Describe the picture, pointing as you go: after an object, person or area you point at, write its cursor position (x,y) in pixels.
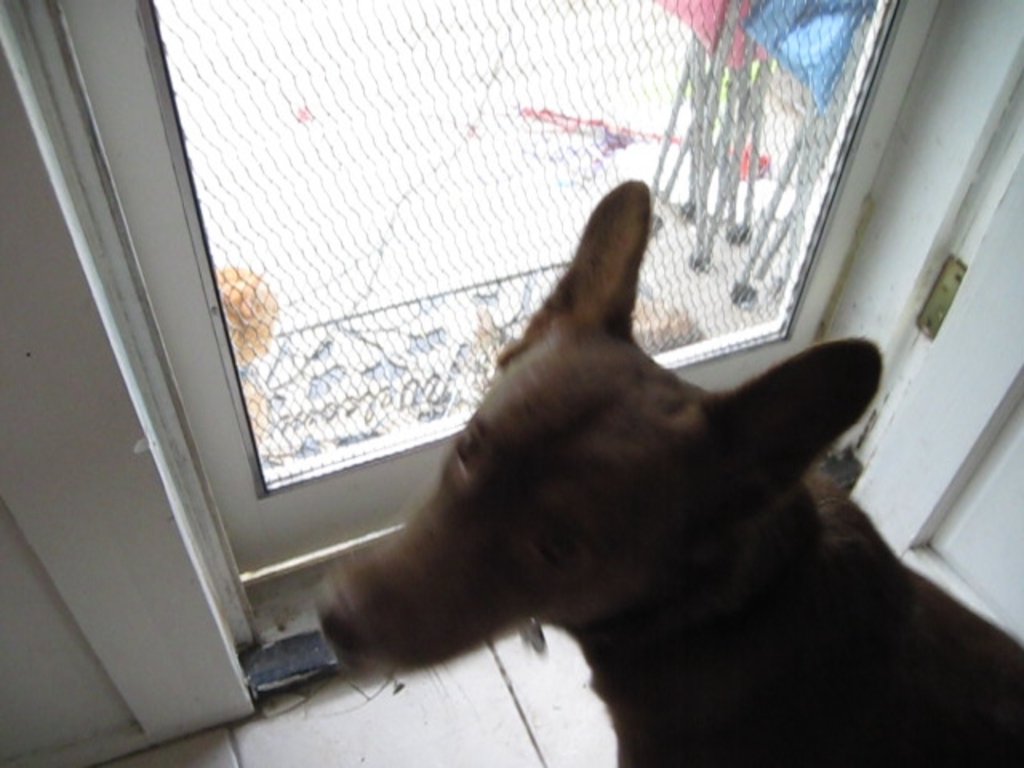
In this image I can see an animal (540,561) which is in brown color. To the side I can see the glass door (672,336). Through the glass (665,278) I can see some objects (673,126).
